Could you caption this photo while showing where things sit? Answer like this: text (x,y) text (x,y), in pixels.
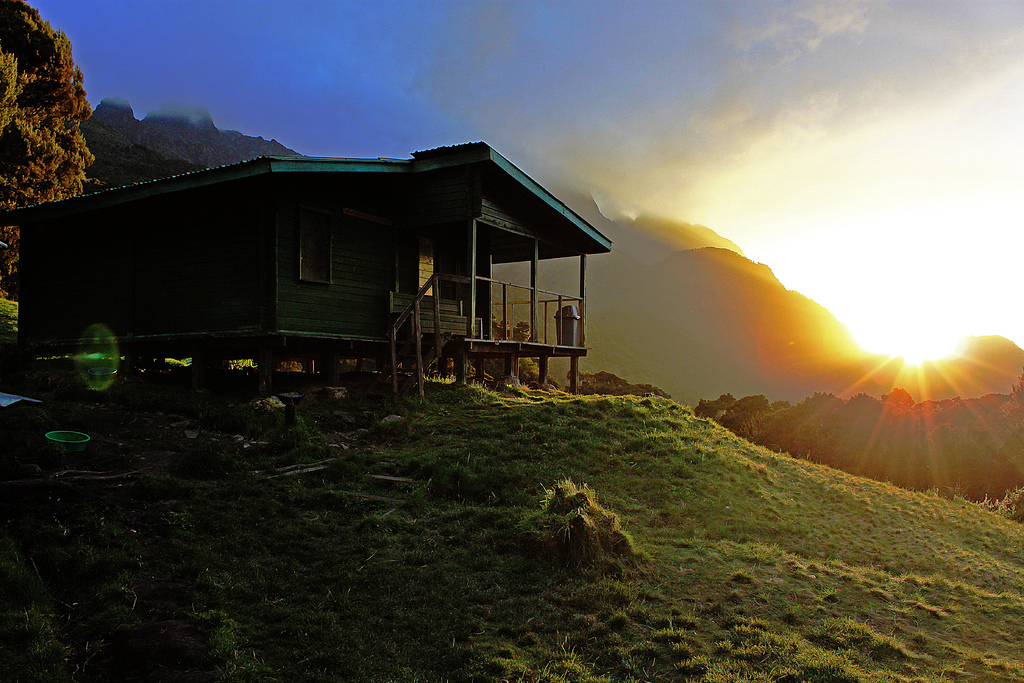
In this picture there is a wooden house (471,320) which is placed on a greenery ground (530,387) and there are mountains (687,229) in the background (634,250) and there is sun (917,333) in the right corner (916,313).
